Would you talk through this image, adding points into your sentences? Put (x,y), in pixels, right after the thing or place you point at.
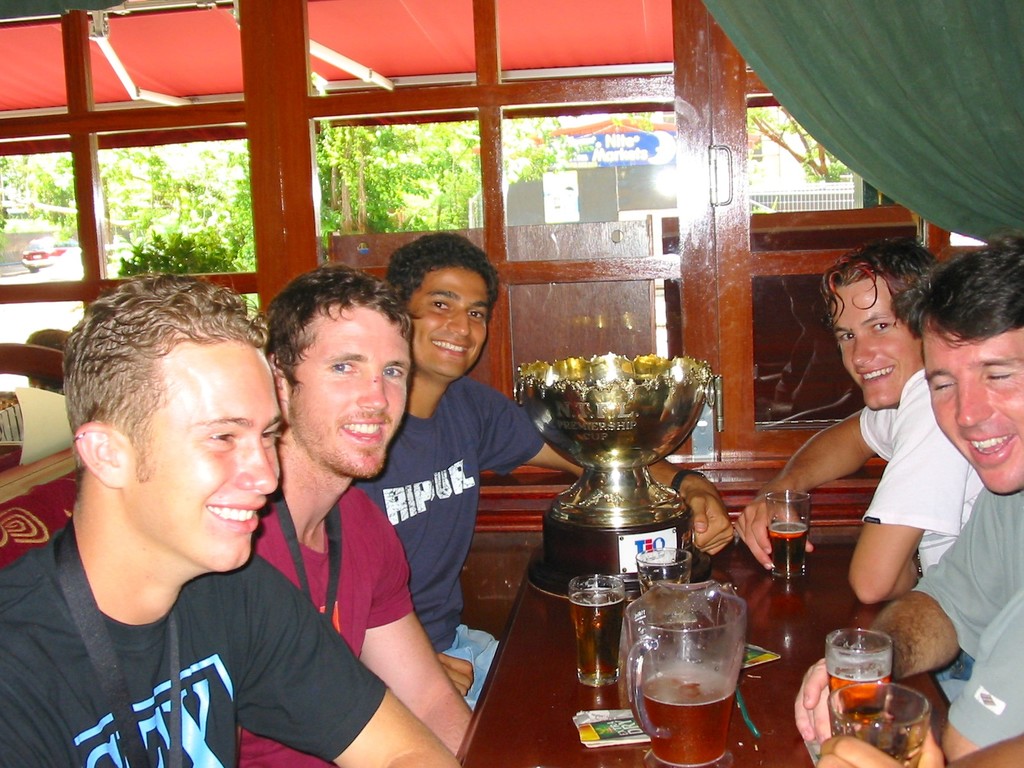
This picture contains table (523,701) on which glass (575,633), jar (650,674), paper (598,729) and cup (637,525) are placed on it. Here, we see five men (384,455) are sitting on chair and all of them are laughing. Behind them, we see windows (629,223) from which we can see building (530,211) which is white in color and even trees (238,254). We can even see car (35,263) moving on the road (34,278).
